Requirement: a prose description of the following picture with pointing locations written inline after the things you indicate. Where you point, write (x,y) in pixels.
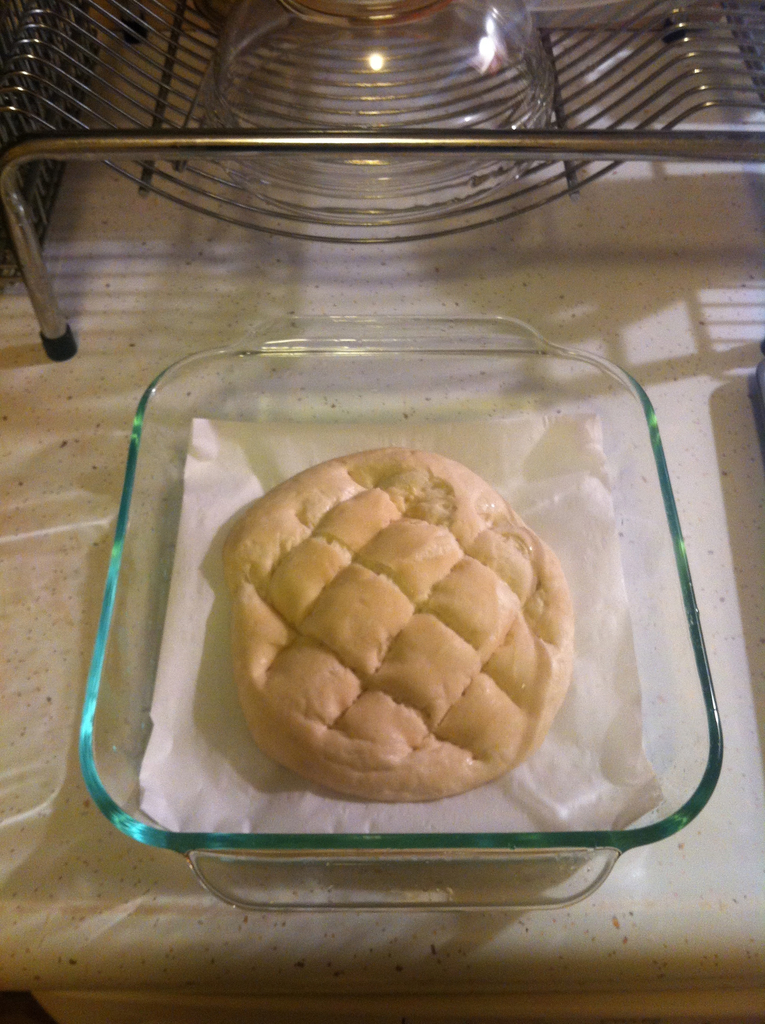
In this picture we can see some eatable item (249,652) is placed in the bowl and the bowl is placed on the table (52,421).
